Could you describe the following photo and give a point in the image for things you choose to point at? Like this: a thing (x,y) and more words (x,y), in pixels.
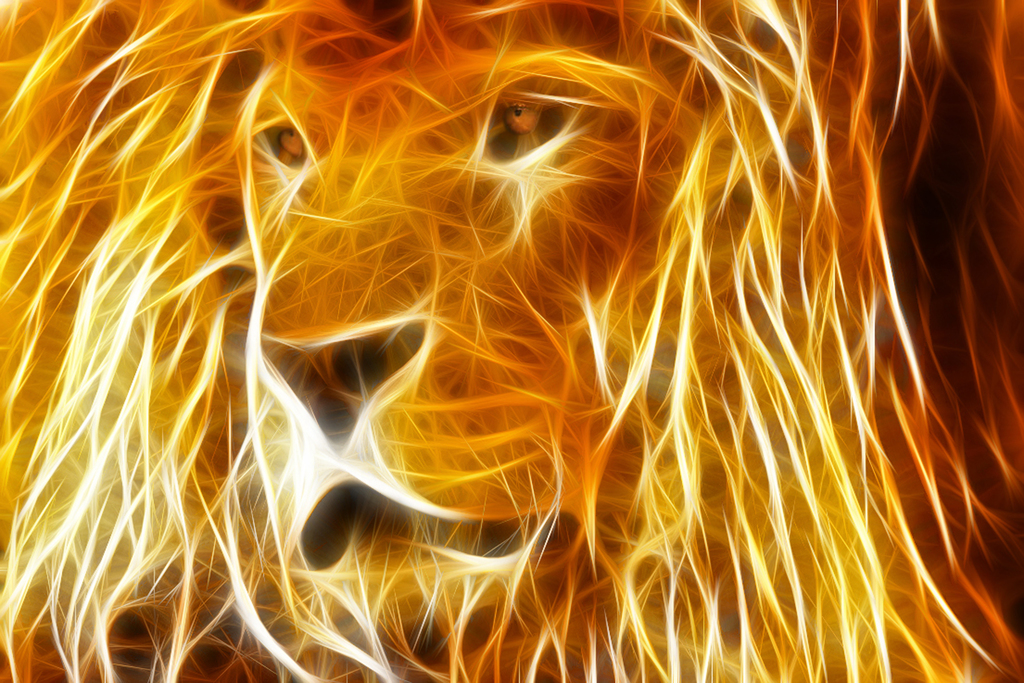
It looks like it is some graphical image, in the image we can see the face (408,171) of some animal (336,295).
